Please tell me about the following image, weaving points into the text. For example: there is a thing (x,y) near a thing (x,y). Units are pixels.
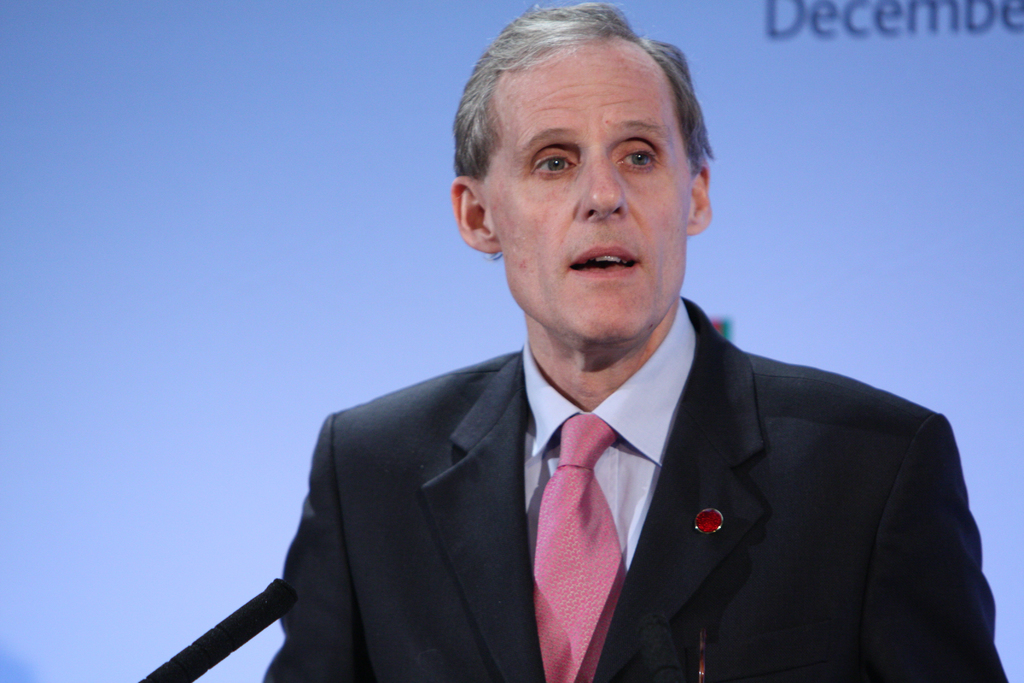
In this picture we can see a man (897,646), mic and a screen (78,474) in the background (70,460).
